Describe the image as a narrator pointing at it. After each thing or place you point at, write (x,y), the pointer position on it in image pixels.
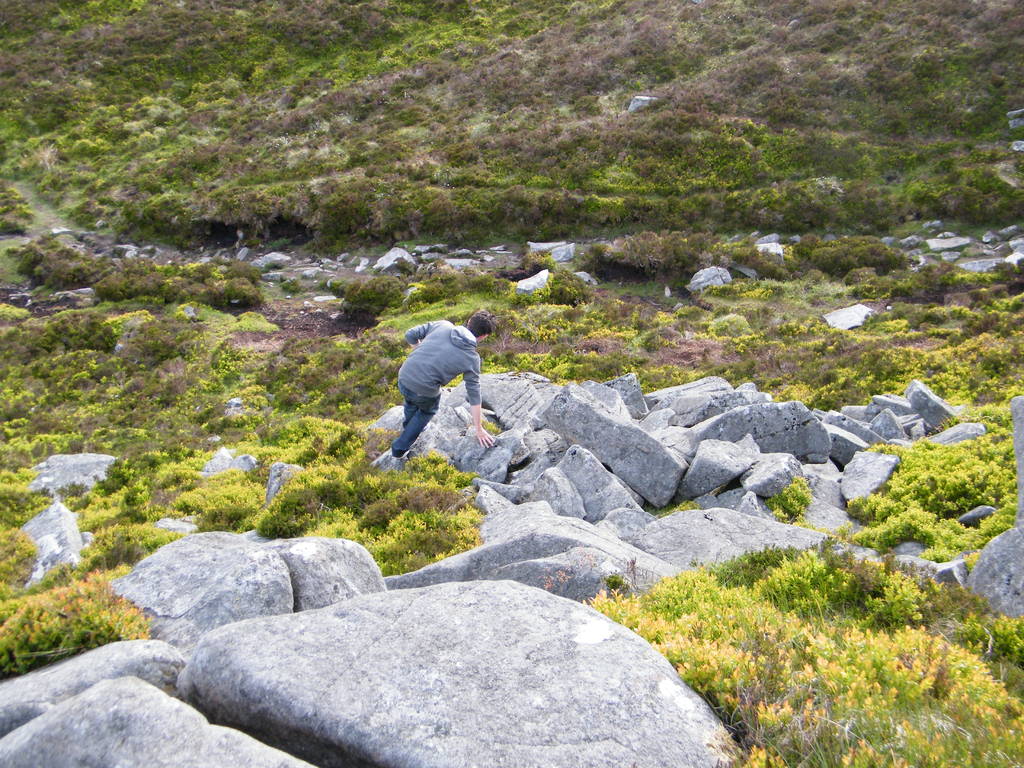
In the image on the ground (202,399) there is grass (202,399) and also there are small plants (169,505). And there are rocks (527,455) on the ground (235,333). In between them there is a person (410,447). At the top of the image (504,117) there are small plants (611,76) and there's grass (242,92) on the ground (390,74).
